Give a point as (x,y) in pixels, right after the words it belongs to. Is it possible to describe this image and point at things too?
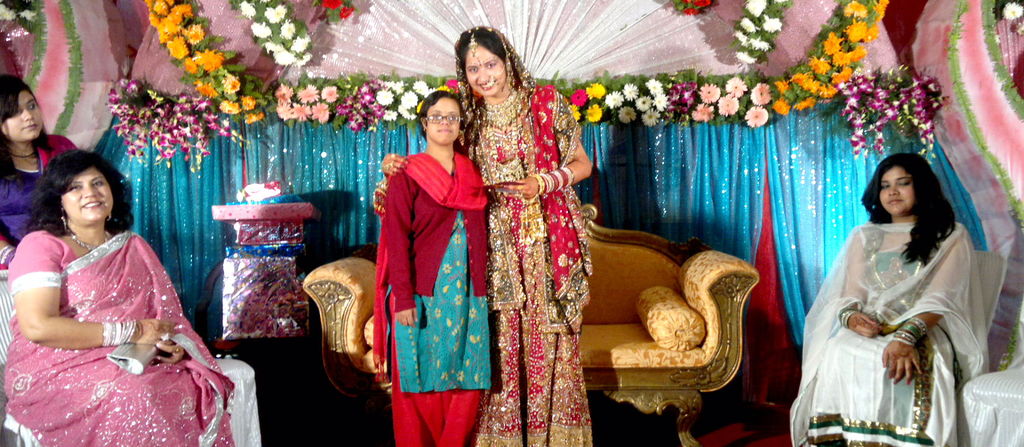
Woman (71,300) sitting on the chair (253,399), two womens (455,304) are standing near the sofa (675,327), here there is cloth decoration (644,69) with flowers (243,102) and here there are gifts (273,299).
